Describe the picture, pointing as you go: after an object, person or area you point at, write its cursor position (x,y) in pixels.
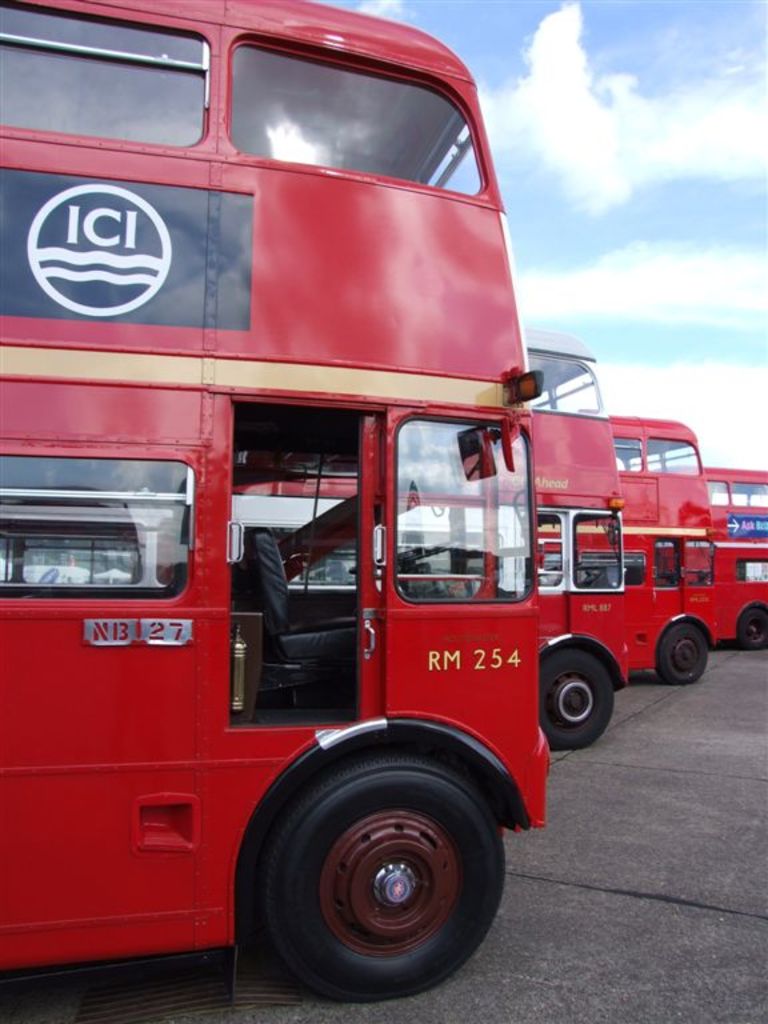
In this image I can see few red colour buses (480,570) and on the buses (485,555) I can see something is written. In background (612,255) I can see clouds (640,278) and the sky (630,161).
